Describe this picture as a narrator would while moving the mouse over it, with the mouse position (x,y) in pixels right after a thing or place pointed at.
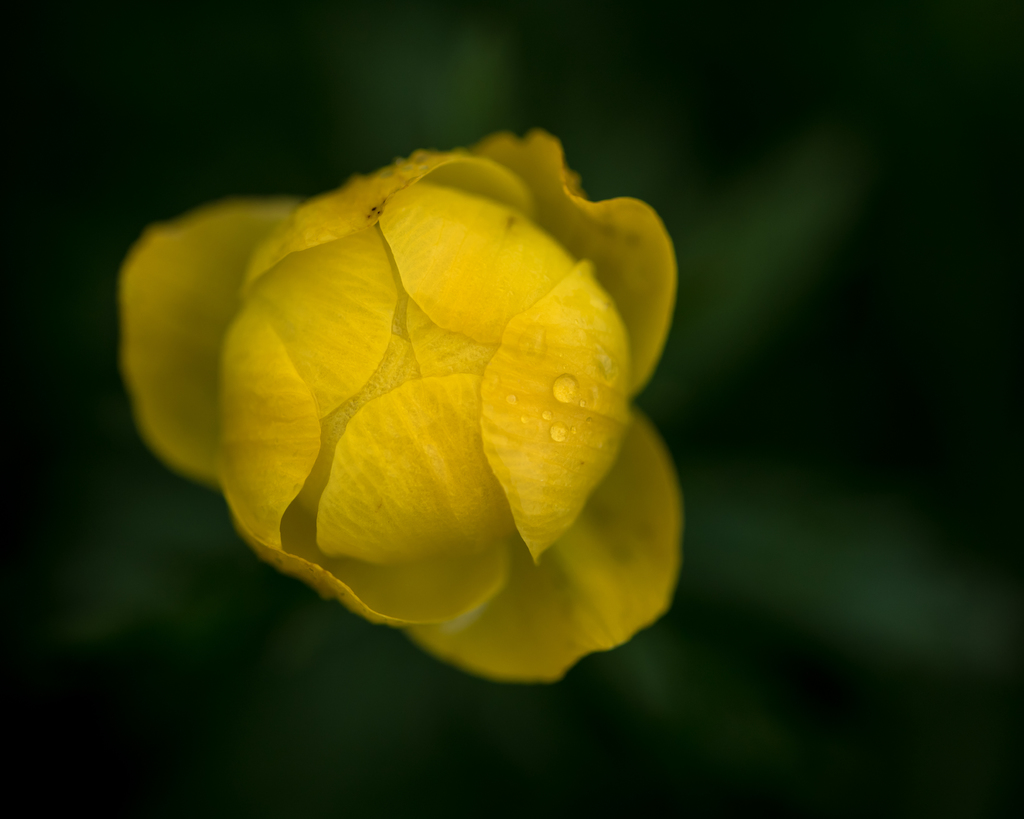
There are water drops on a yellow color flower (328,335). And the background (804,193) is dark in color.
